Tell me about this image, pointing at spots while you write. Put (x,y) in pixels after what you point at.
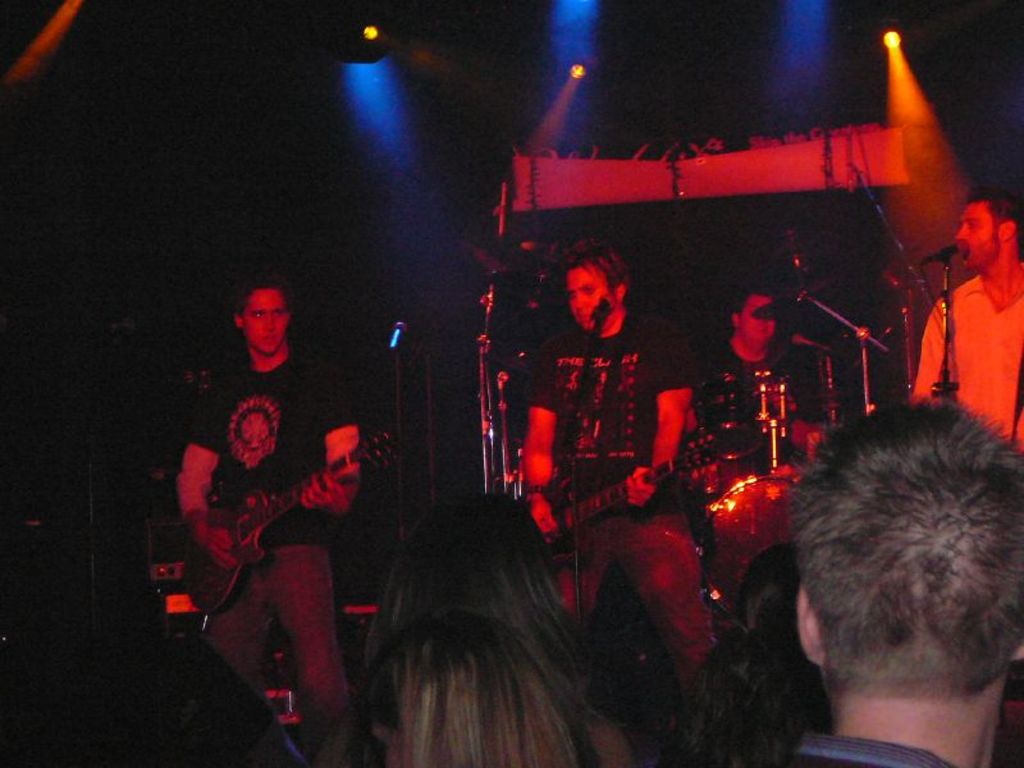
In this picture we can see four persons (980,344) on the stage (495,489). These two persons (569,467) are playing guitar (614,504). And in the background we can see some lights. And these are some musical instruments (785,431).
